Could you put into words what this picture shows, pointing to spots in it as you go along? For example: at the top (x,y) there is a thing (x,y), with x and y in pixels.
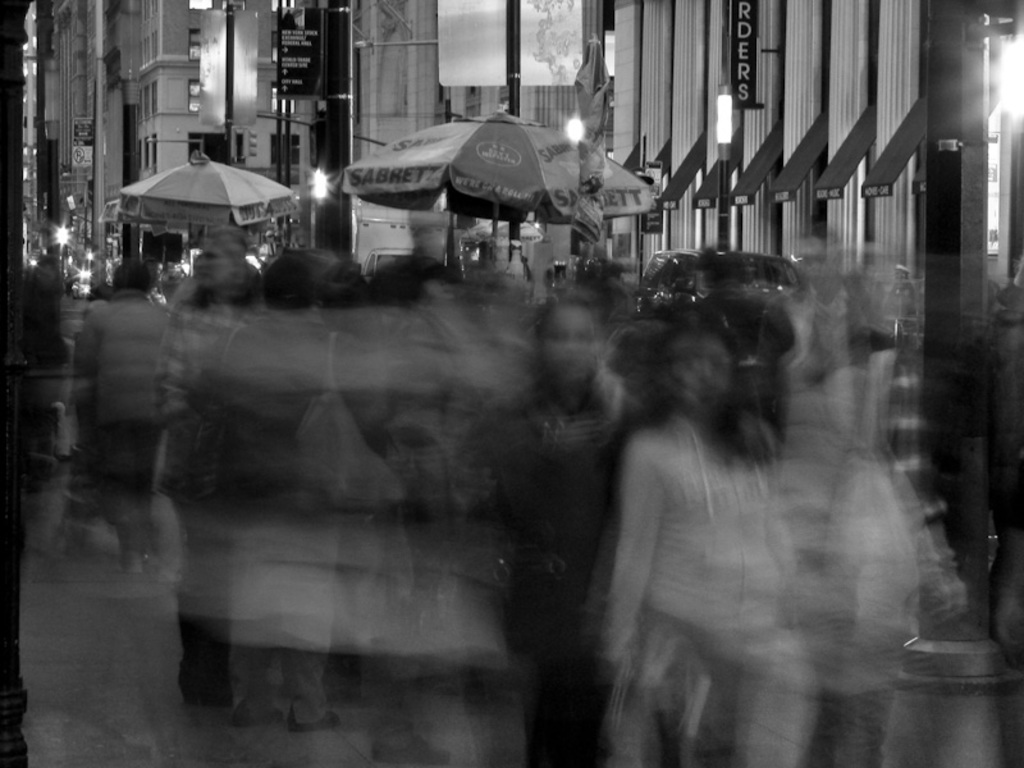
In this image I can see the group of people (395,617) but they are blurry. In the background (480,153) I can see an umbrellas (349,182). To the side of an umbrella (275,194) I can see the boards (220,93) and lights (324,189) to the buildings (267,136).
